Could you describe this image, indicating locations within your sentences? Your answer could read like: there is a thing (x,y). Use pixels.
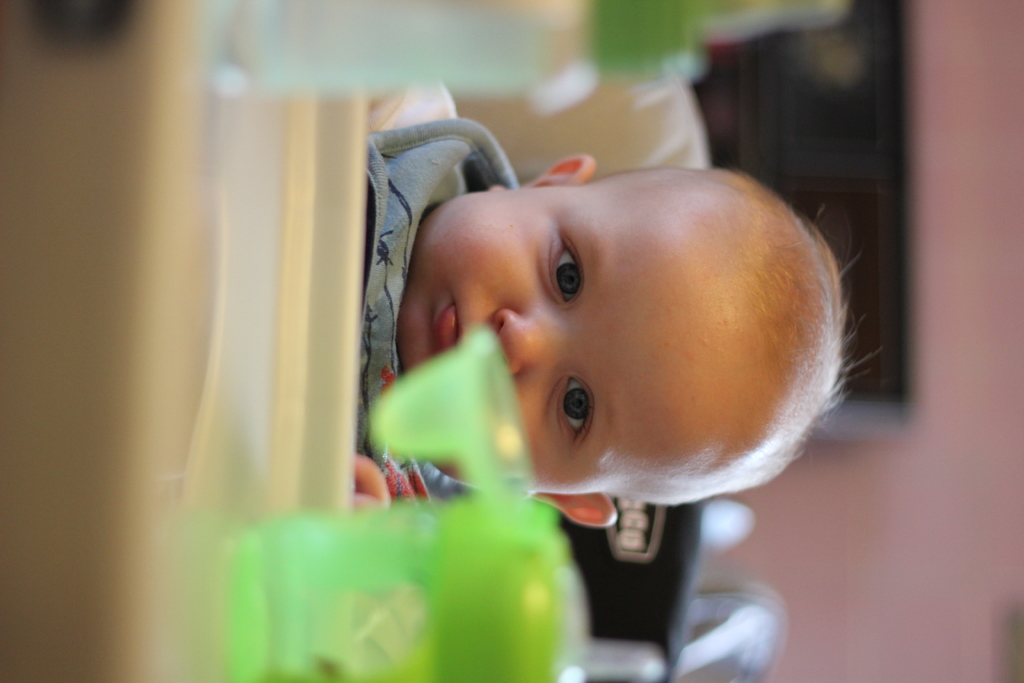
In this image we can see a child (529,198) and a bottle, in the background (938,243) we can see the blur.
